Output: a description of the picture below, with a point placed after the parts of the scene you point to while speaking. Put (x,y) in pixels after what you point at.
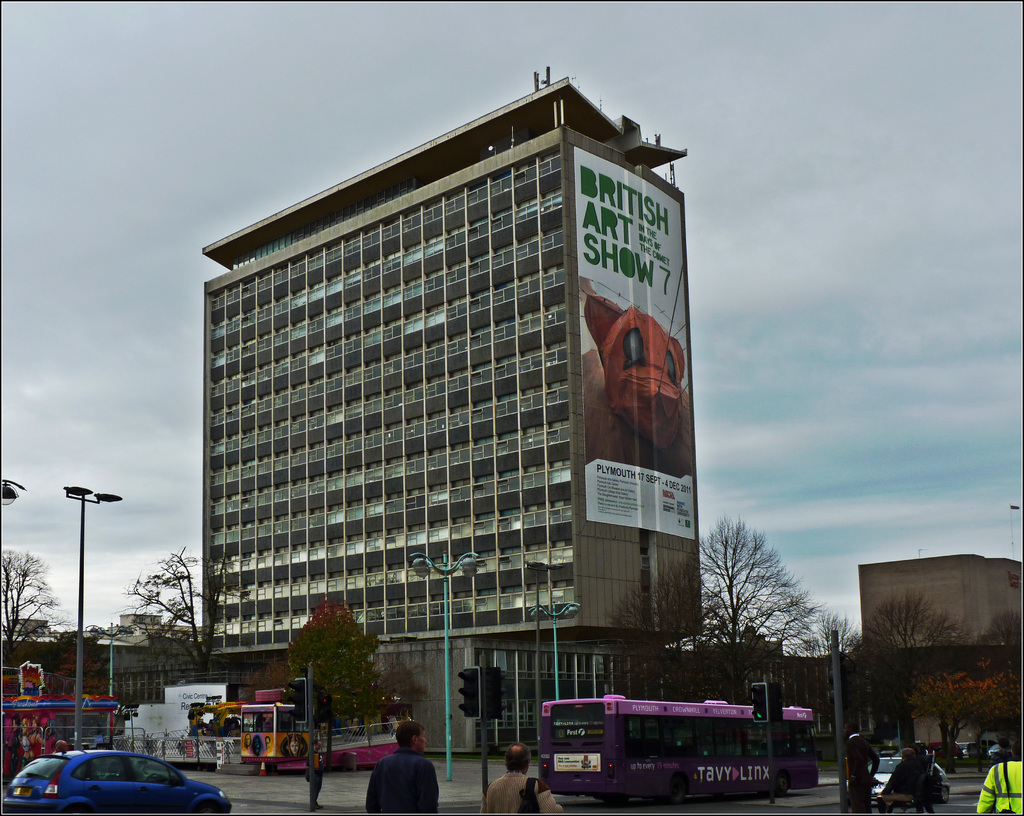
In this picture there are people (1022,778), vehicles (966,742), and stalls (48,746) at the bottom side of the image (312,750), there are lamp poles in the image and there are trees (396,676) in the image, there is a building (685,292) in the center of the image (502,482), on which there is a poster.
